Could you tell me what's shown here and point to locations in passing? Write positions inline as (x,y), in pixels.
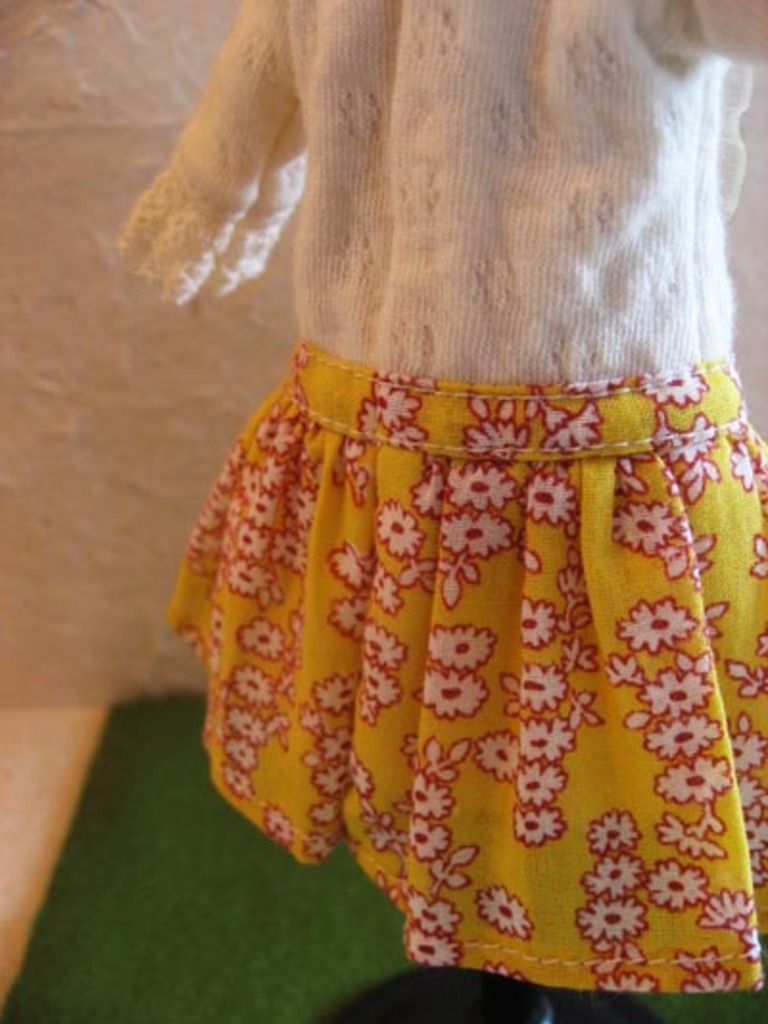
In this image we can see a dress (475,433). In the background (140,376) there is a wall (89,538). At the bottom (223,934) we can see a mat (206,954).
